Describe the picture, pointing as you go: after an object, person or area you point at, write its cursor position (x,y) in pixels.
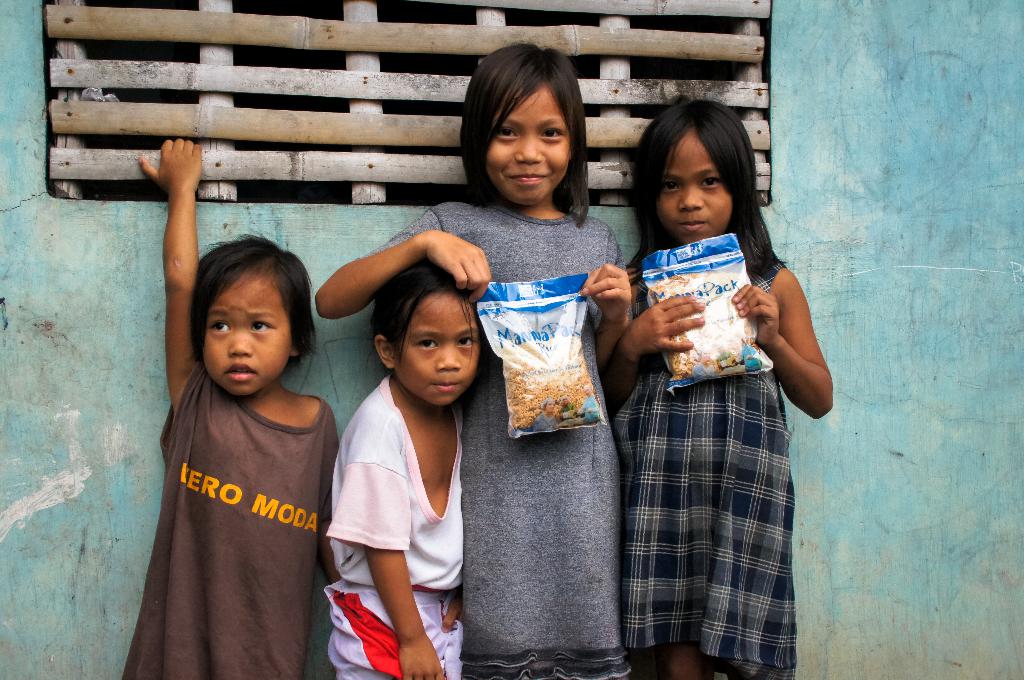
In this image we can see four persons (246,461) and among them two persons (624,295) are holding objects (543,313). Behind the persons (185,402) we can see a wall (905,37). At the top (394,80) we can see a wooden object (378,84).
